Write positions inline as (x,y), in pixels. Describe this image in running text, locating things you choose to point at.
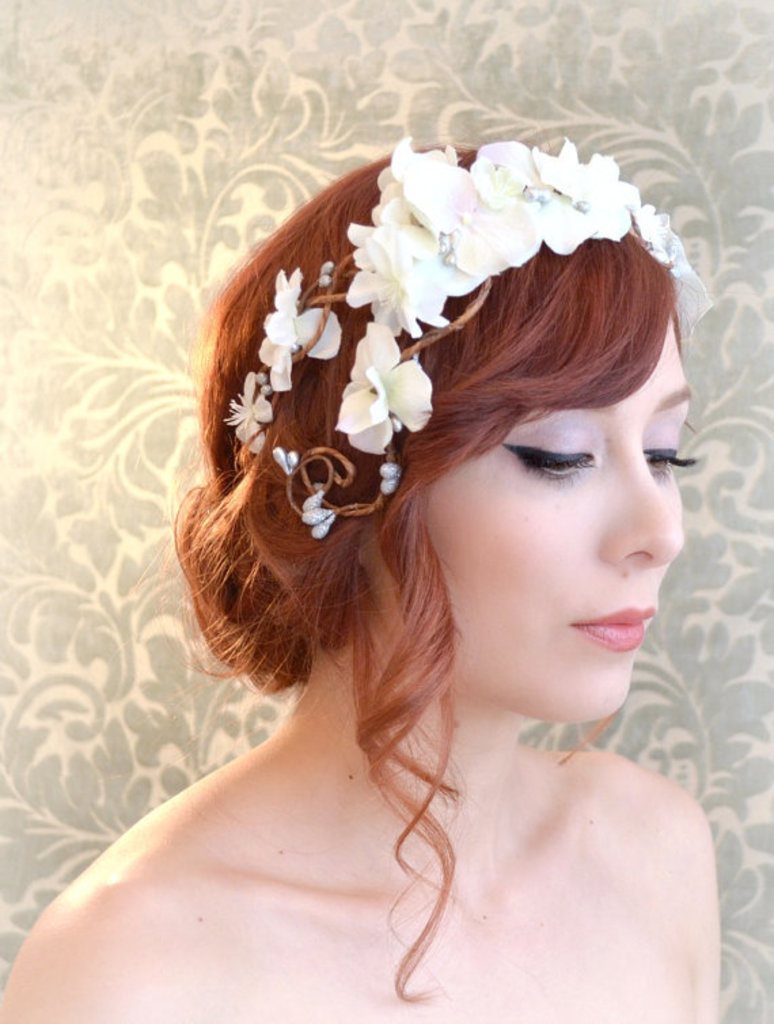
In this image we can see a lady (580,847). There is a design background (214,178) behind a lady (471,972). A lady (653,275) is wearing flowers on her head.
